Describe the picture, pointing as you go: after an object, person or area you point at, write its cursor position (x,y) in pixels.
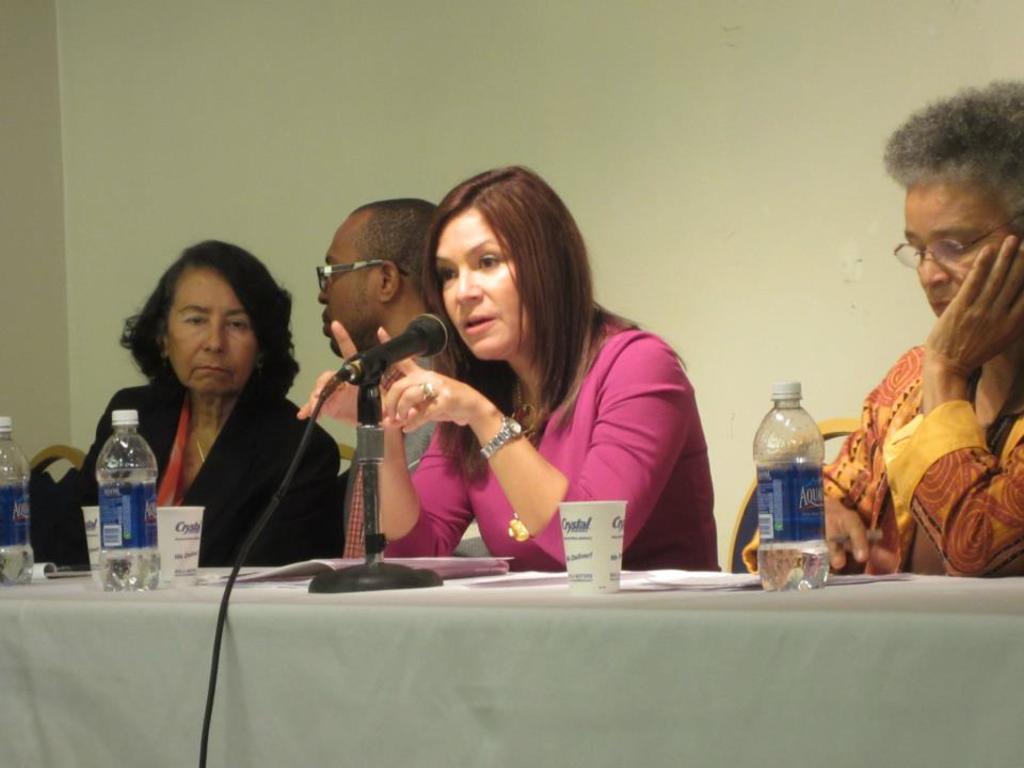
This picture describes about group of people (245,424), they are seated on the chair (733,558), in front of them we can see bottle (762,444), cup (605,530) and a microphone (366,579) on the table (698,643).
